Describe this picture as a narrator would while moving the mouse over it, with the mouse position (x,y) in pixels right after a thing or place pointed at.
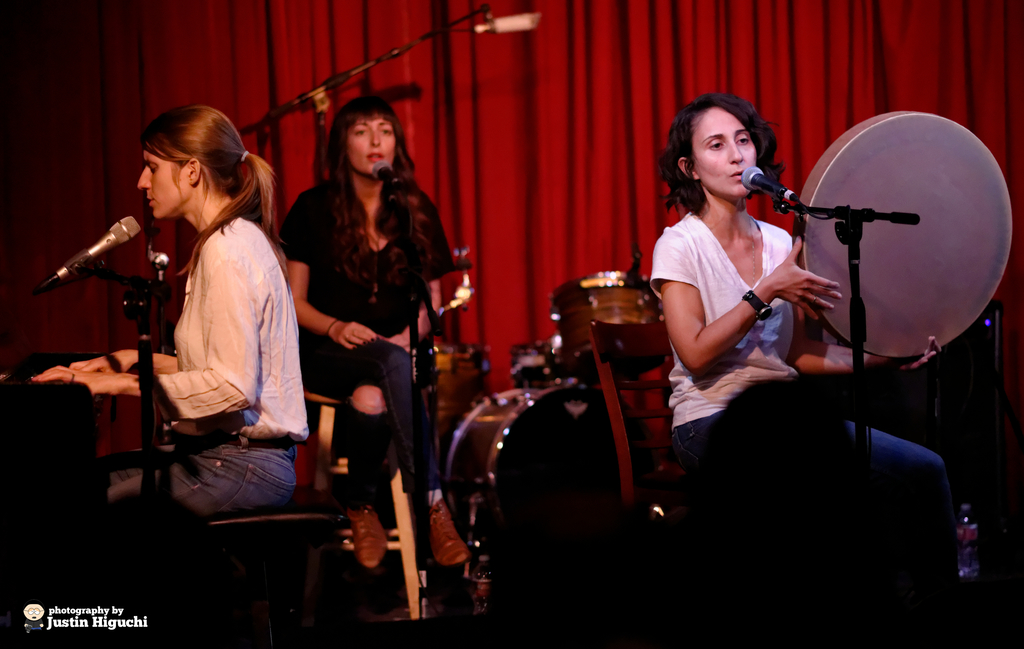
This picture shows a few woman (303,347) seated on the chairs (394,501) and singing with the help of a microphones (128,226). We see a woman (747,318) playing hand drum (890,303) and we see another woman (62,380) playing piano (22,385) and we see a red color curtain (376,82) and drums (535,386) and water bottle (966,553) on the floor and we see text (116,614) at the bottom left corner (114,613).
